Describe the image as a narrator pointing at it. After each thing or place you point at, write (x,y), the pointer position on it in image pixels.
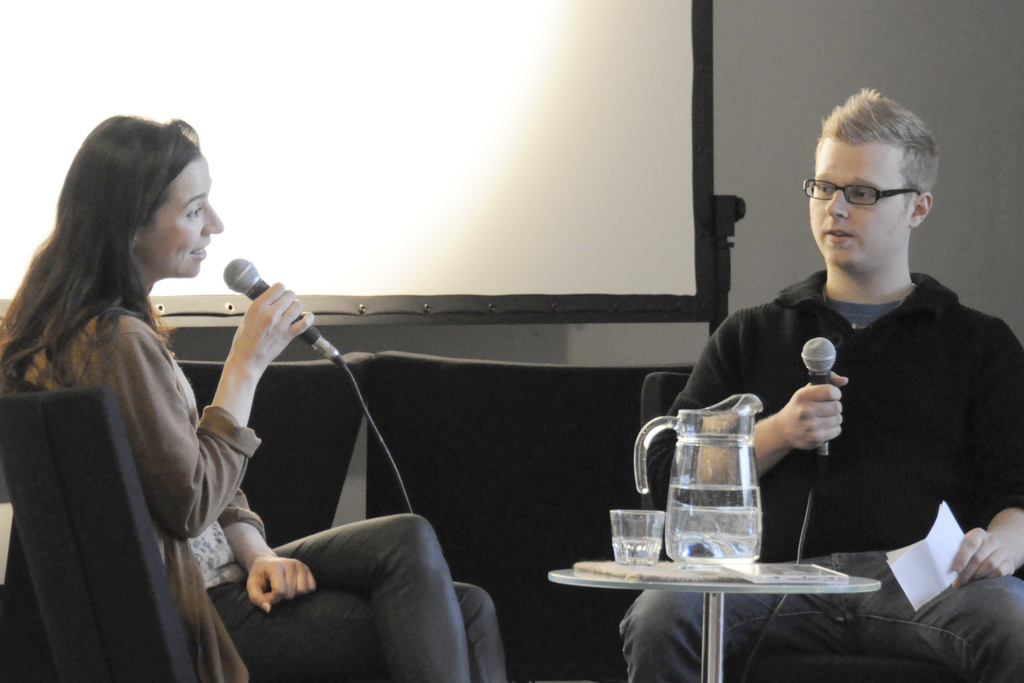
There are 2 people (897,151) sitting on the chair (117,414). On the left (312,625) a woman (233,351) is talking on the microphone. And on the right (839,438) there's the man (854,434) holding microphone (809,354) in his hand (829,388). In front of them there is glass jar (717,516) filled with water (716,531) and a glass (645,533). Behind them there is a screen (388,132).
